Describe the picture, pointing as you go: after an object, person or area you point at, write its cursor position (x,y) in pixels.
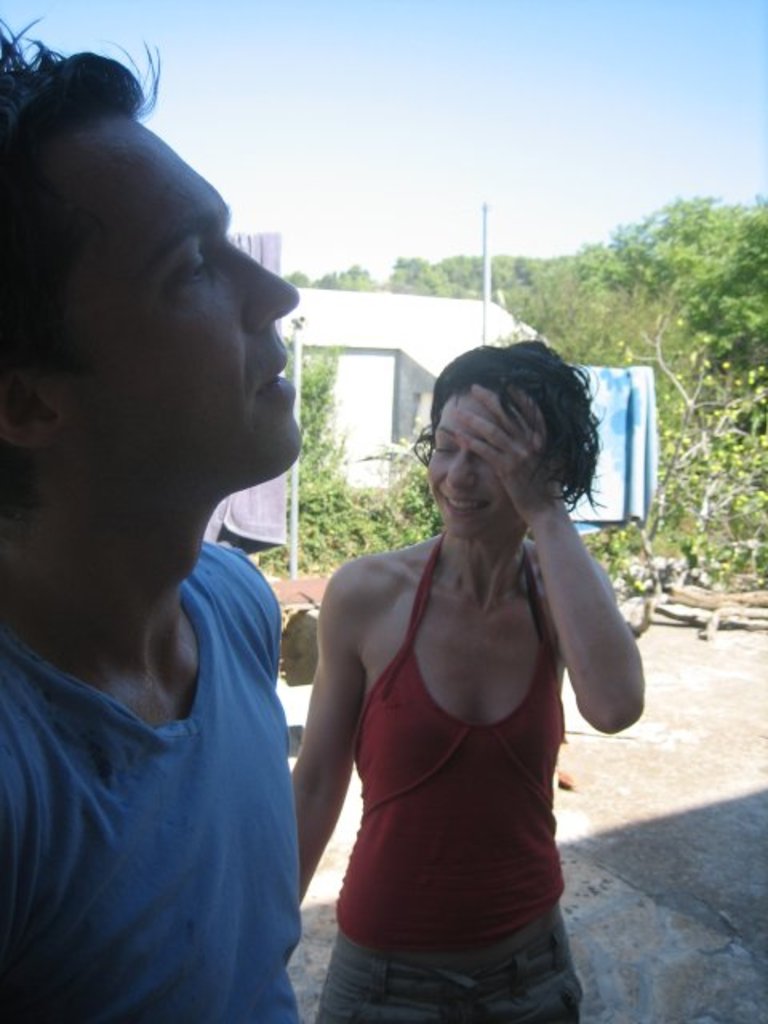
In this image we can see two persons (20,541). Behind the persons (345,582) we can see clothes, plants (326,572), wall (364,450) and a group of trees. At the top (287,169) we can see the sky (342,160).
